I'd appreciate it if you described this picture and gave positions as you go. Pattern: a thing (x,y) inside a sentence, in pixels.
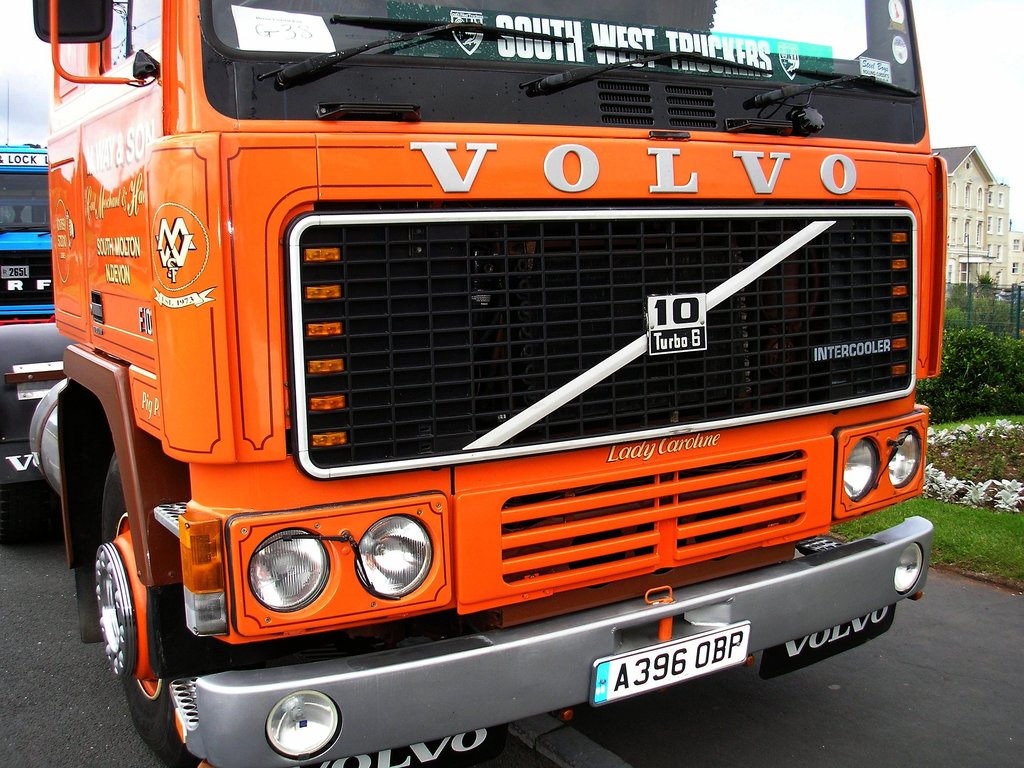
In the foreground of this image (402,260), there is a vehicle (454,379) in the center of the image (395,433). Behind it, there is another vehicle (9,209). At the bottom (844,730), there is the road (939,724). In the background (977,178), there is a building (986,242), fencing (992,316), few plants (995,505), grass (991,535) and the sky (976,70).
